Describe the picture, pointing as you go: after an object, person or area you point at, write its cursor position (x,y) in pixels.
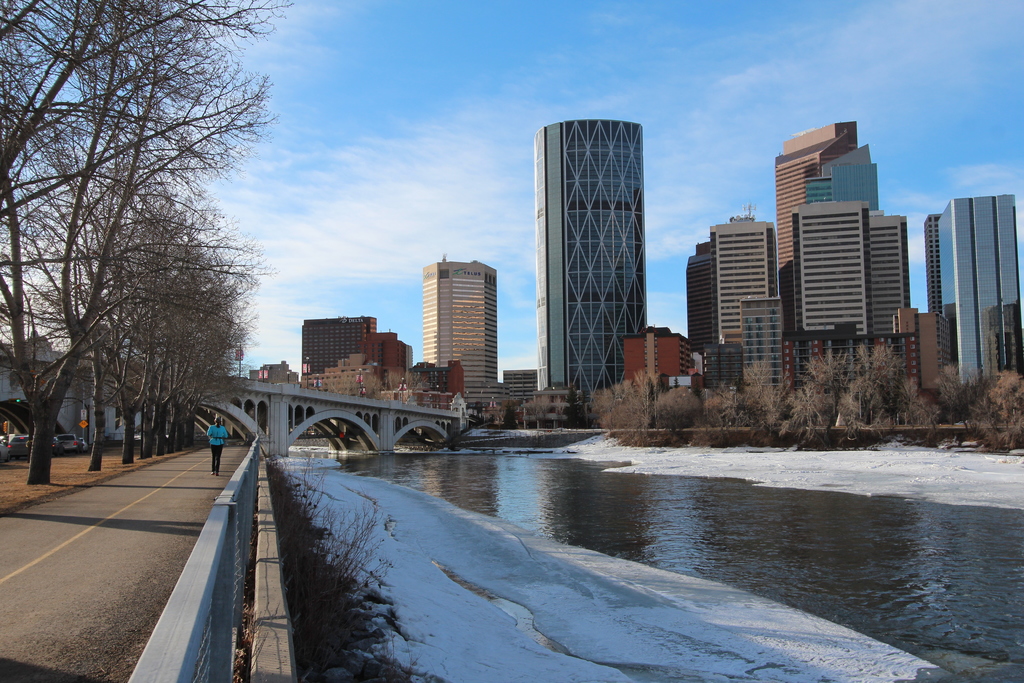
In the image there is a road (224,477) and there is a person (224,431) on the road (191,469), there are many trees (54,415) on the left side of the road (83,492) and on the right side (765,524) there is a water surface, there is a bridge (393,430) across the water surface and beside the bridge (412,418) there are trees (582,397) and buildings (766,365).
